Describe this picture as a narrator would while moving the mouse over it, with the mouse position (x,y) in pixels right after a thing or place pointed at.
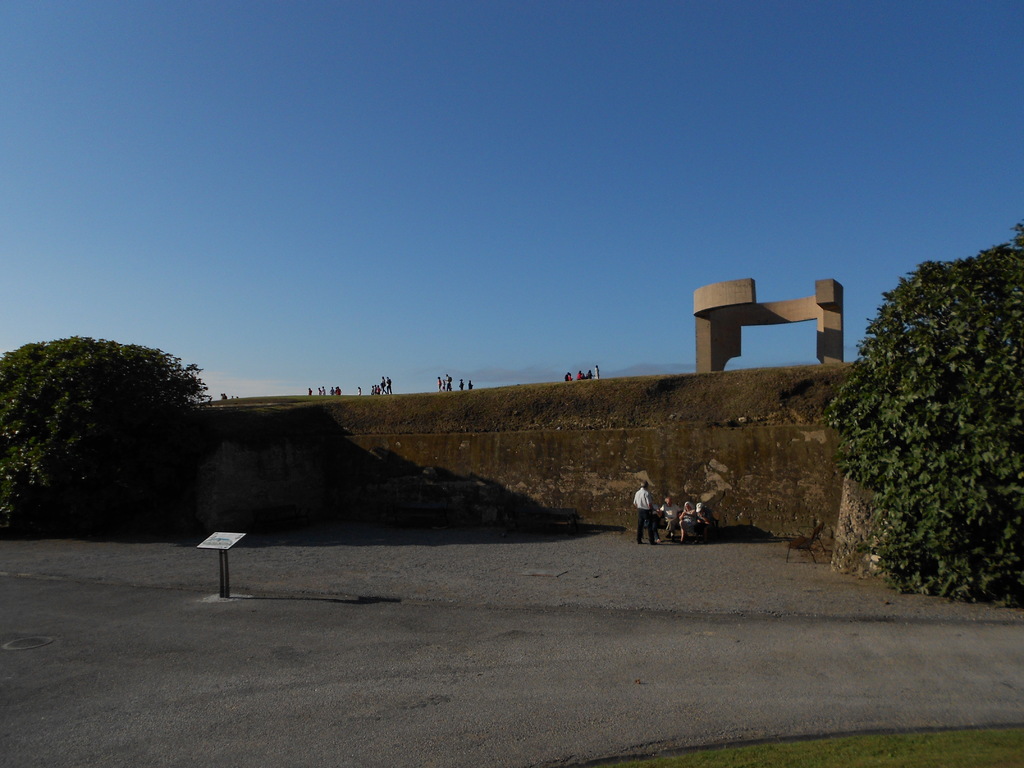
In the picture I can see three persons (683,532) are sitting on the wooden benches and a person (653,536) standing here. Here we can see trees (129,456) on either side of the image, we can see many people (338,388) are standing on the hill (448,429) and a different architecture (766,316) and the blue color sky (688,223) in the background (917,127).
